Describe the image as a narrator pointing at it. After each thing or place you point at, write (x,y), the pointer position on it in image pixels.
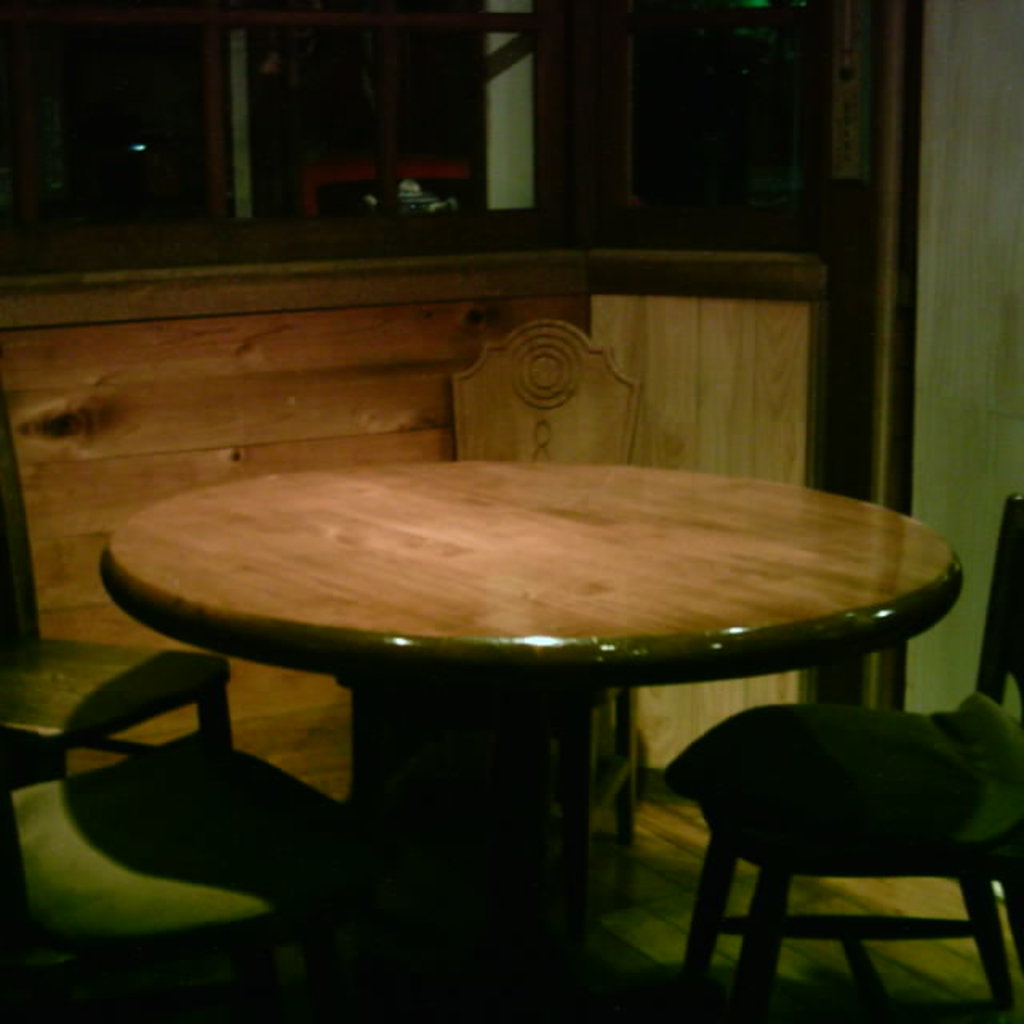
In this image there is a table (346,591), around the table (408,592) there are chairs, in the background (14,282) there is a wall (932,6).
